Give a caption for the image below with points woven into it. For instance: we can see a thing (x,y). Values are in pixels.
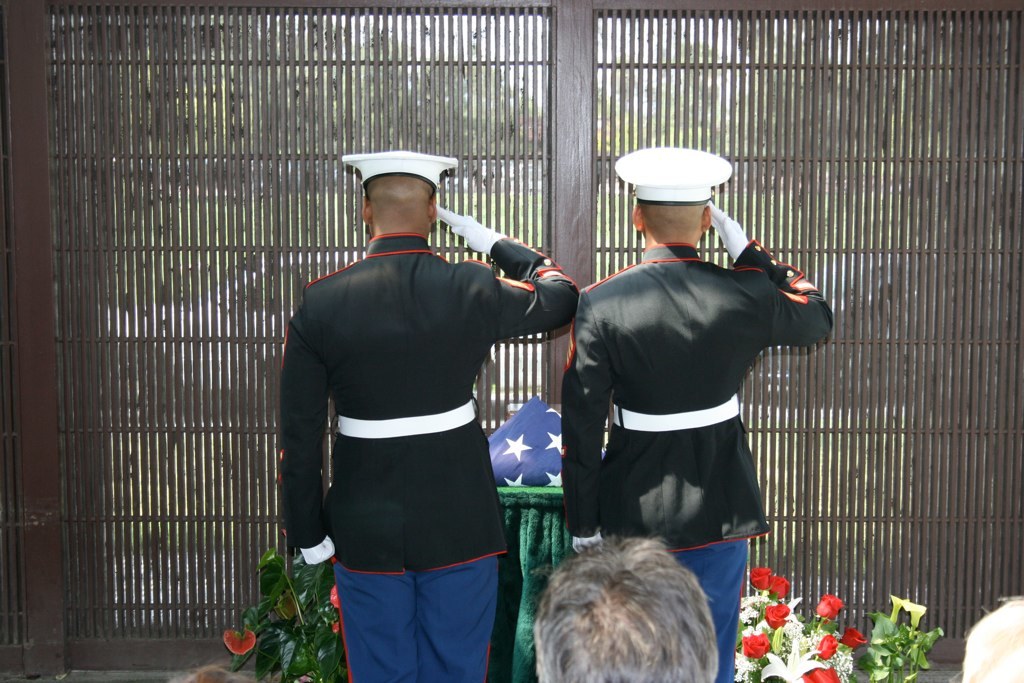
In this image, we can see two persons (718,419) standing and wearing clothes (368,465). There is a table (523,504) in between flowers (229,634) and leaves (928,638). This table (499,626) contains a flag (534,430). There is a person head (585,554) at the bottom of the image (564,659). In the background (143,562), we can see a grill wall (150,574).
